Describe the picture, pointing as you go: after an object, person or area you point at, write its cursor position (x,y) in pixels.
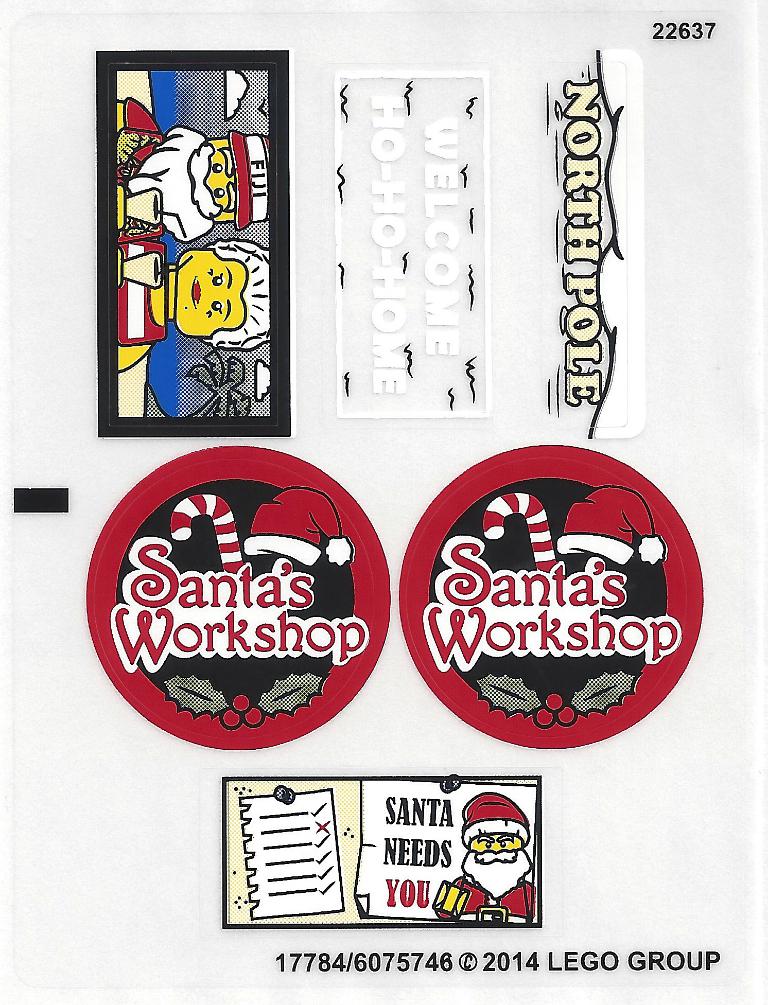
In this image I see the cartoon characters (175,161) and I see something is written and it is white in the background (272,27).
